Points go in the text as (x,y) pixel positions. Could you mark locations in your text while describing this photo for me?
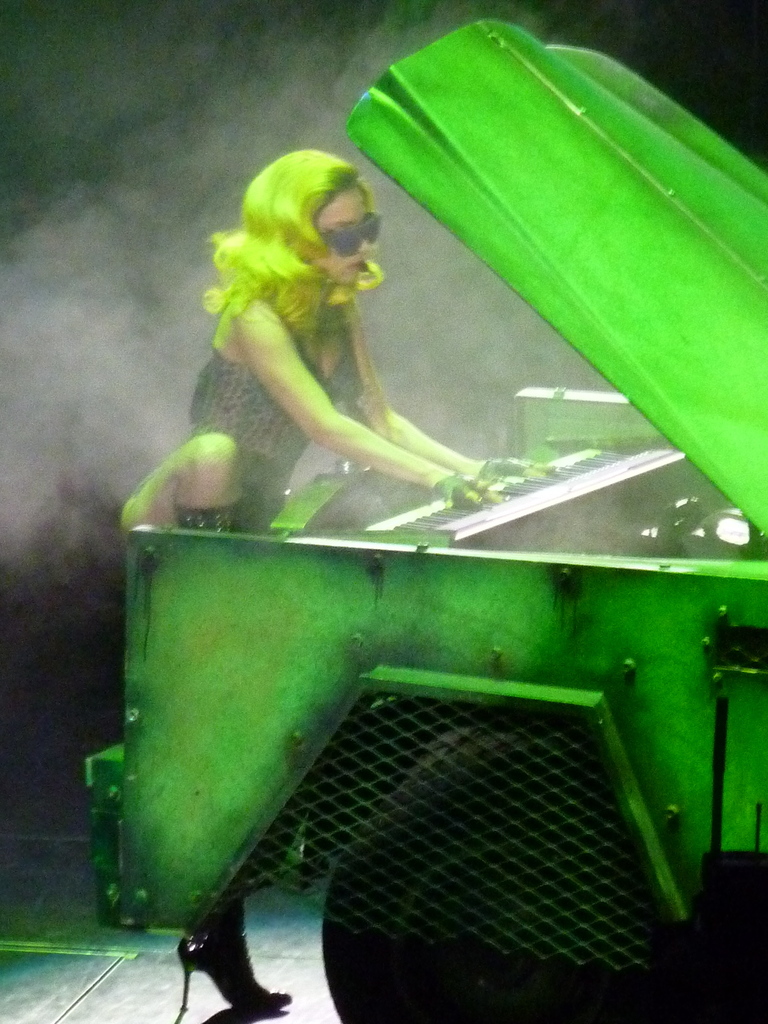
There is a woman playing keyboard (578,472) and we can see vehicle (94,780) and smoke (154,192). In the background (306,18) it is dark.
